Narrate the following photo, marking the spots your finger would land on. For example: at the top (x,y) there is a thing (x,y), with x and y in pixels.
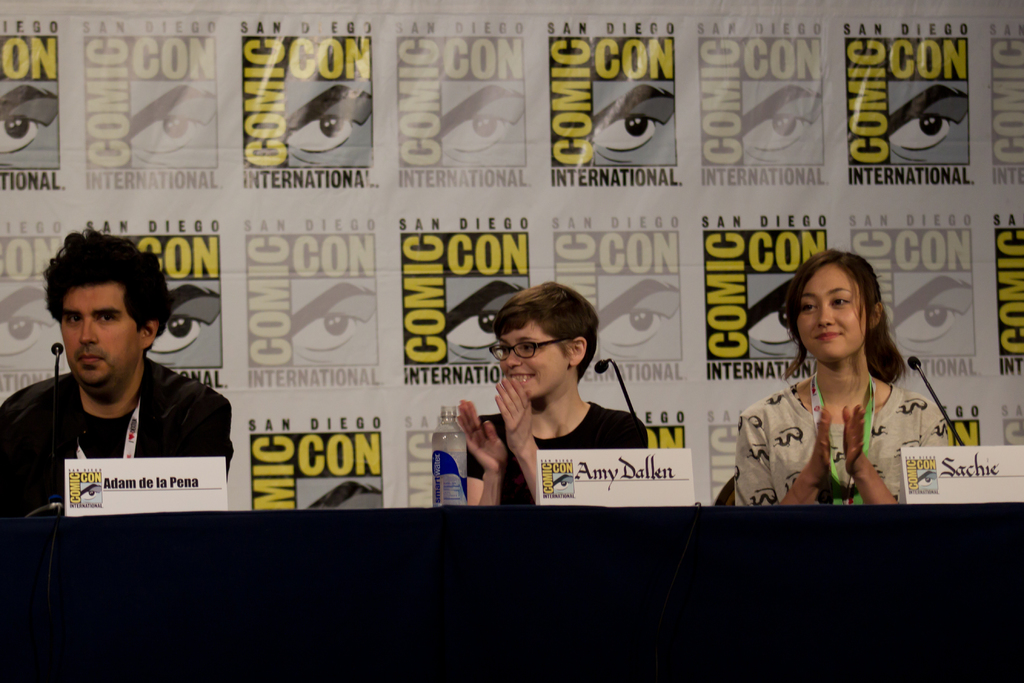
In the foreground (134,342) I can see three persons (829,387) are sitting on the chairs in front of a table (651,553) on which there are boards (130,467) and bottles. In the background (953,389) I can see a poster (367,123). This image is taken in a hall (351,442).
